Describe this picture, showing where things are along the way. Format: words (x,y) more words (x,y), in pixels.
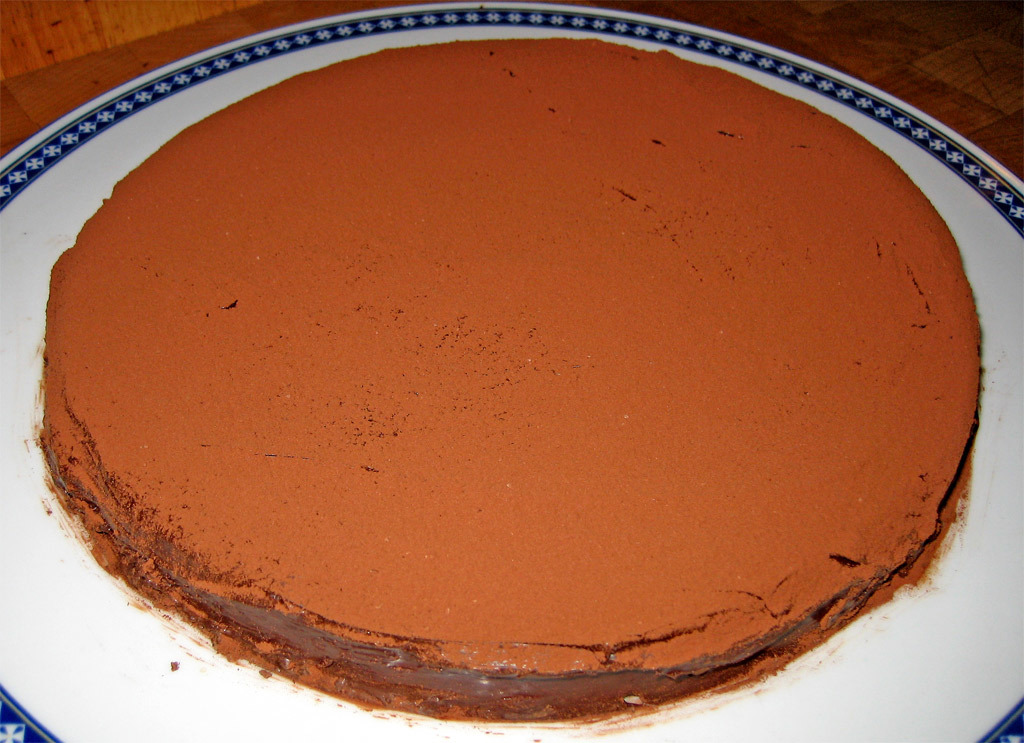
In this image we can see the chocolate cake (174,280) kept on the white plate (977,208) which is placed on the wooden surface (110,74).
